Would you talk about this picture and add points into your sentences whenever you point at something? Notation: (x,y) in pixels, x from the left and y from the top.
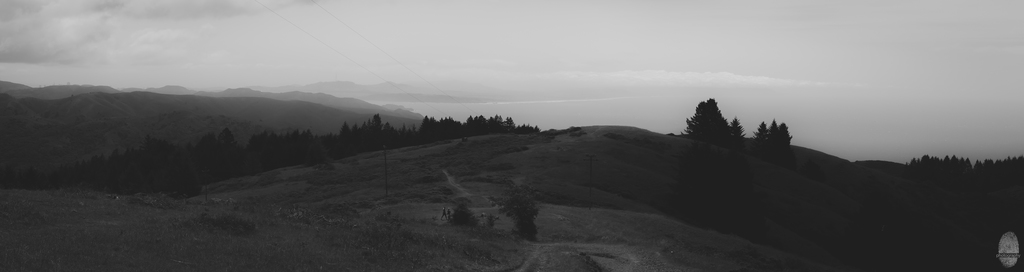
This is a black and white pic. Here we can see trees (514,196), poles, grass (375,248) and few persons (446,214) are standing on the ground (449,165). In the background (288,126) there are trees (371,141), mountains (9,120) and clouds (172,54) in the sky (638,39).
